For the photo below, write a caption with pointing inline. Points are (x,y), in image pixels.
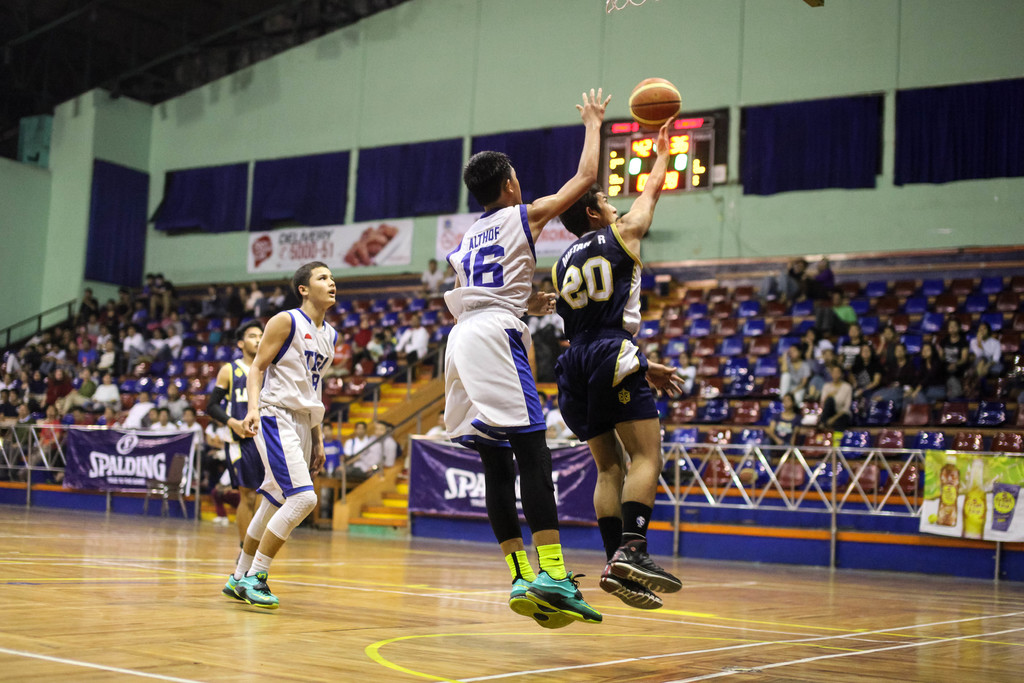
In the center of the image (532,423) there are people (587,276) playing basketball. In the background of the image (80,372) there are people (107,400) sitting in stands (343,327). There is wall (761,57). At the bottom of the image (295,641) there is wooden flooring (242,632).
